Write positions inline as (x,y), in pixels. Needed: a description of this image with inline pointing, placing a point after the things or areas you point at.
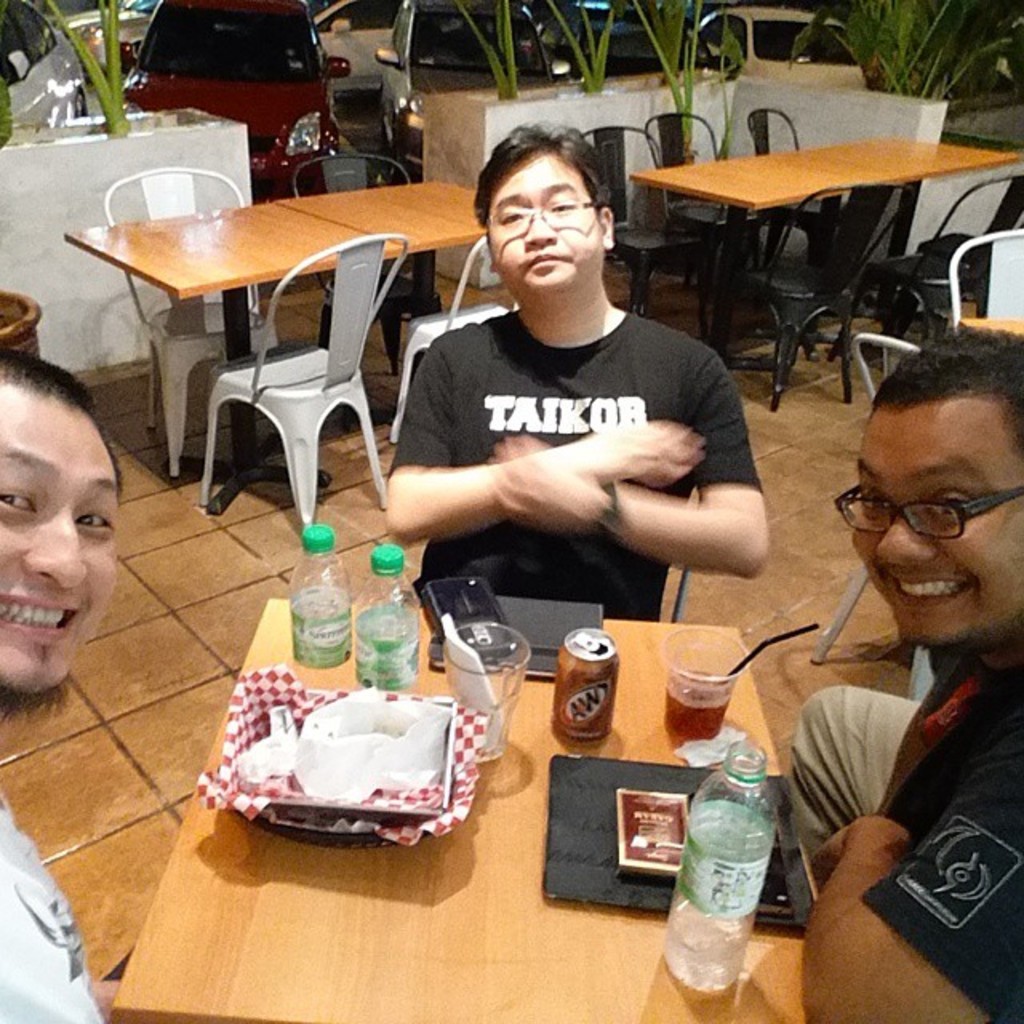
In this image we can see some group of persons (866,1021) sitting on chairs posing for a photograph there are some food items (430,753), glasses (501,650), water bottles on table (249,1004) and in the background of the image (16,169) there are some tables (447,195), chairs (610,166), wall (72,211), plants (876,29) and some vehicles (825,62) which are parked.
